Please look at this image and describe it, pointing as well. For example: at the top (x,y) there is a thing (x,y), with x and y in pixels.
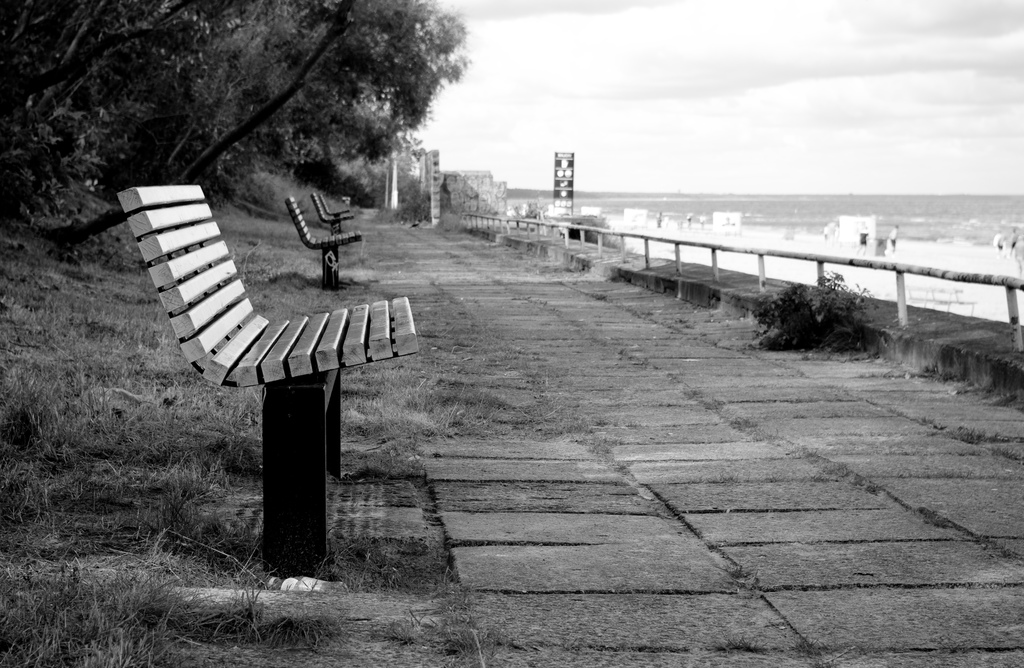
We can see benches (193,359), grass (164,410), trees (293,150), plants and fence (991,275). In the background (773,156) it is blurry and we can see hoarding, people (895,238) and sky (766,142) with clouds (764,126).
